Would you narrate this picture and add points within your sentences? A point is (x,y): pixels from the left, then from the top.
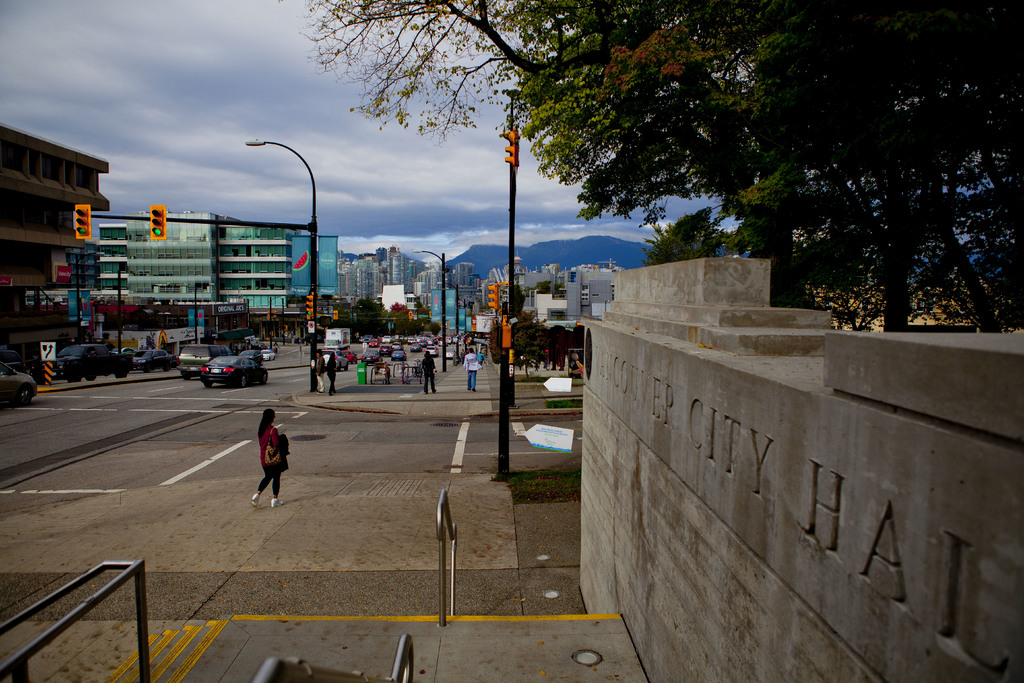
In this picture we see people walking on the street (312,574) and vehicles (447,352) on the road (276,362). There are many buildings (272,280), traffic signals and trees (692,220) in the image. The sky (414,158) is cloudy.
